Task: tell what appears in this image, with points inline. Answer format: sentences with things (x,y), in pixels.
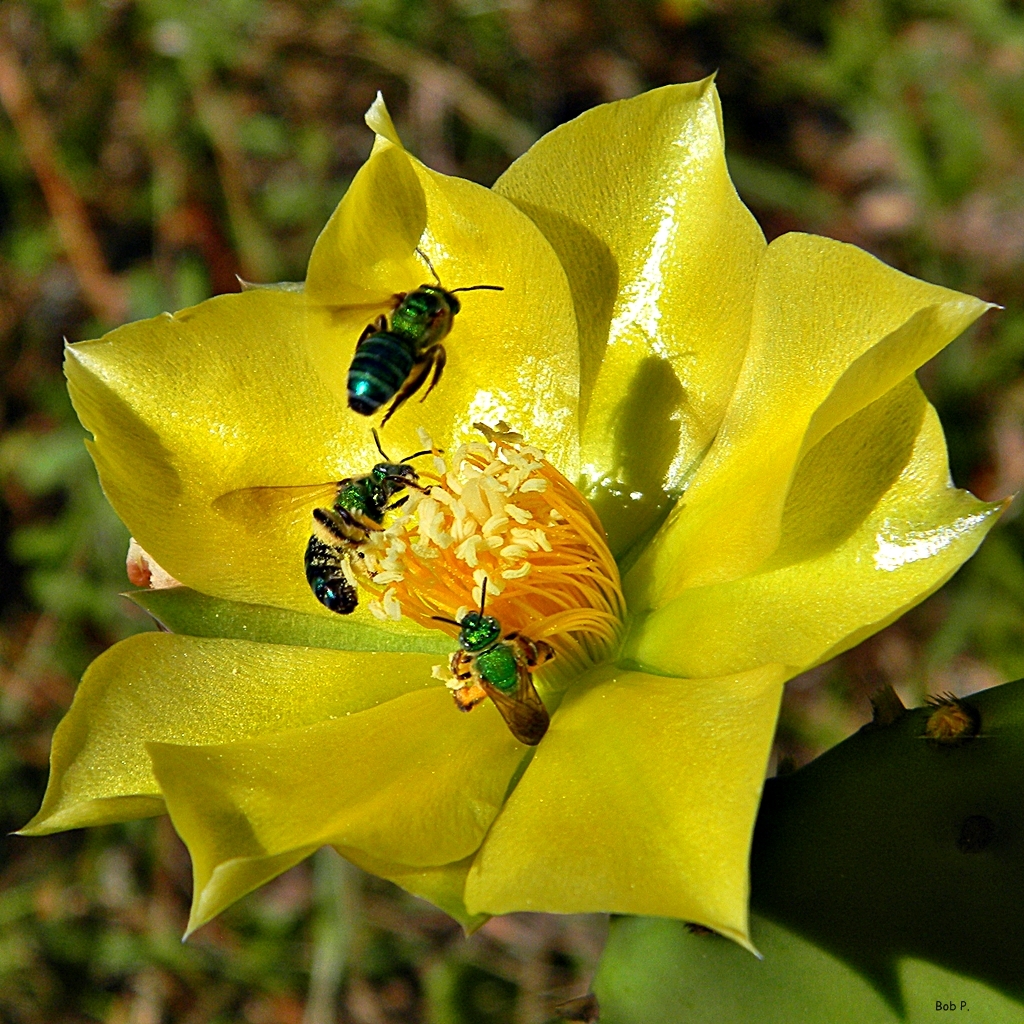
In this image I can see the insects (362,532) on the flower (468,609). In the background (358,126), I can see the leaves (773,952).
